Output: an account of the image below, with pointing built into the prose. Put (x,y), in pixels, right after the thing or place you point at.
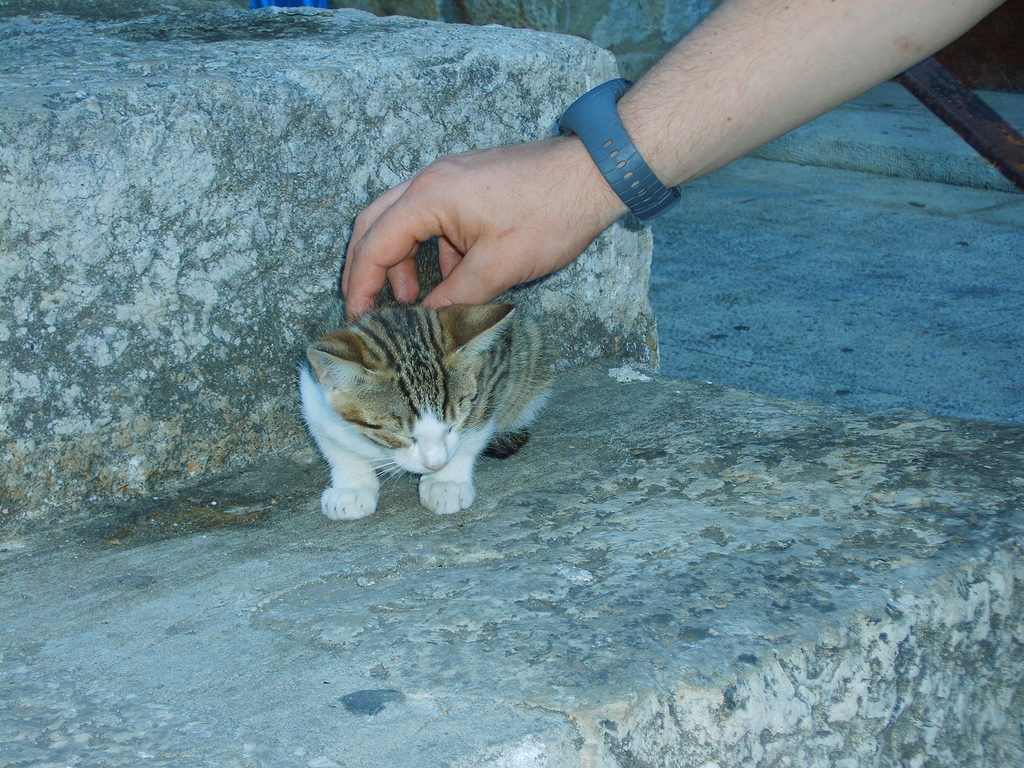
In this image there is a cat (462,368) sitting on a rock (604,554). A person (684,125) is keeping his hand (559,208) on the cat (476,331). He is wearing a watch (620,84). Right side (774,313) there is a floor (811,286).
